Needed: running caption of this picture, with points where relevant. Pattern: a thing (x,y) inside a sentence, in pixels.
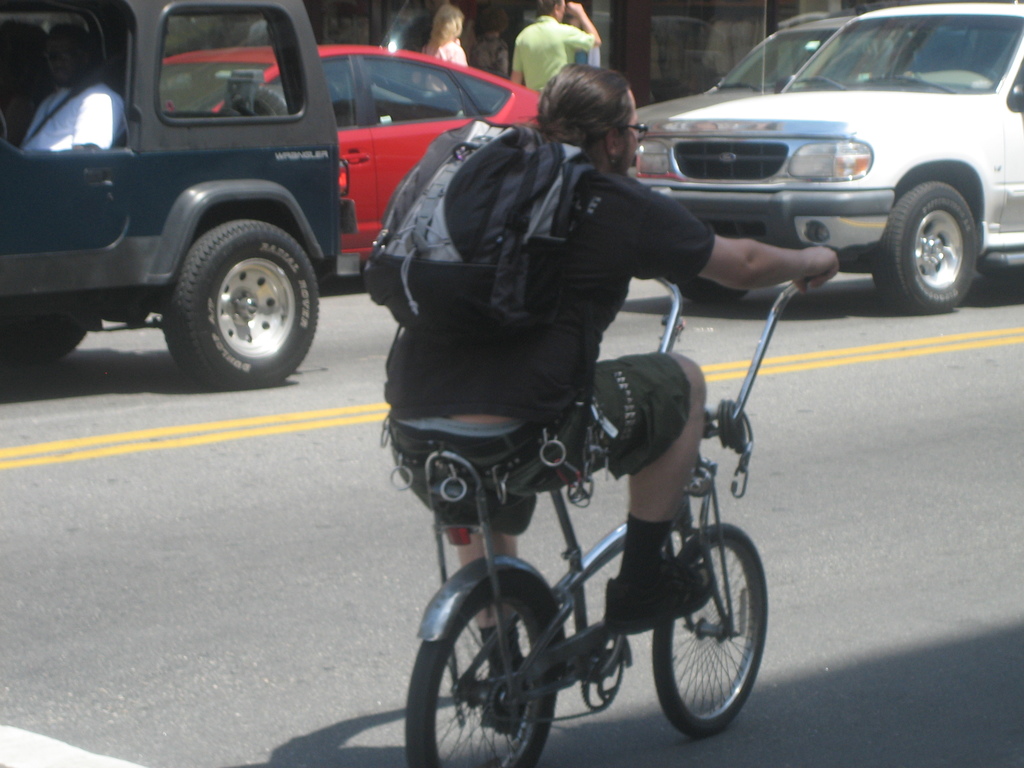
In a picture there is one person (449,403) riding a bicycle (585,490) on the middle of the road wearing black shirt (563,305) and shorts (606,406) and carrying a bag (500,226) and beside him there are vehicles (316,211) and at the top center of the picture (534,78) there are two people (579,41) walking and at the left corner of the picture (96,123) there is one person (100,145) in white shirt (78,141) sitting inside a car (105,235).
